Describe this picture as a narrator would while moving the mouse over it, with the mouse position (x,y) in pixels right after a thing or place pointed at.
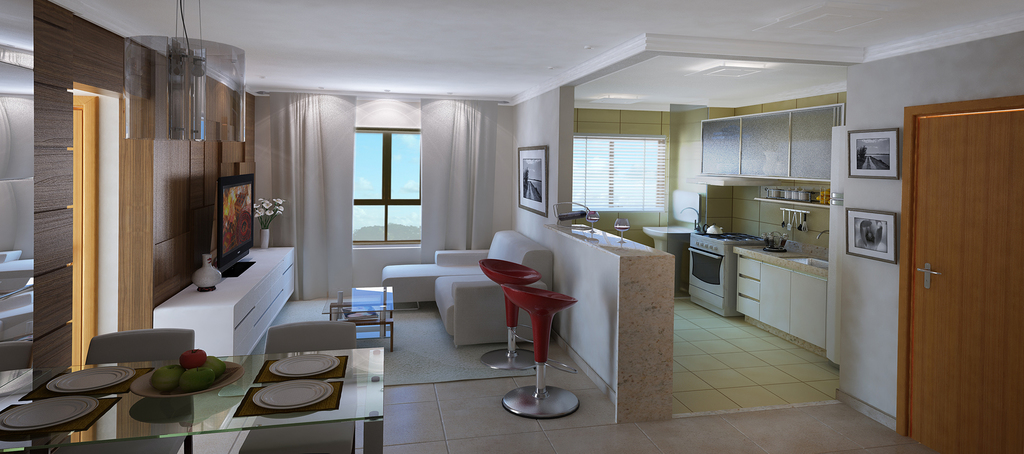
In this image we can see the interior of the house (588,288), there is a kitchen room (727,269) where there are few cupboards (746,284), some utensils (774,240), a stove (707,254), there are some frames (862,161) attached to the wall (872,331), a dining table (179,437) with some plates (283,389) on it and some food item (191,386), a TV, two doors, chairs (507,313), sofas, window (413,202) and window curtain (442,149).
